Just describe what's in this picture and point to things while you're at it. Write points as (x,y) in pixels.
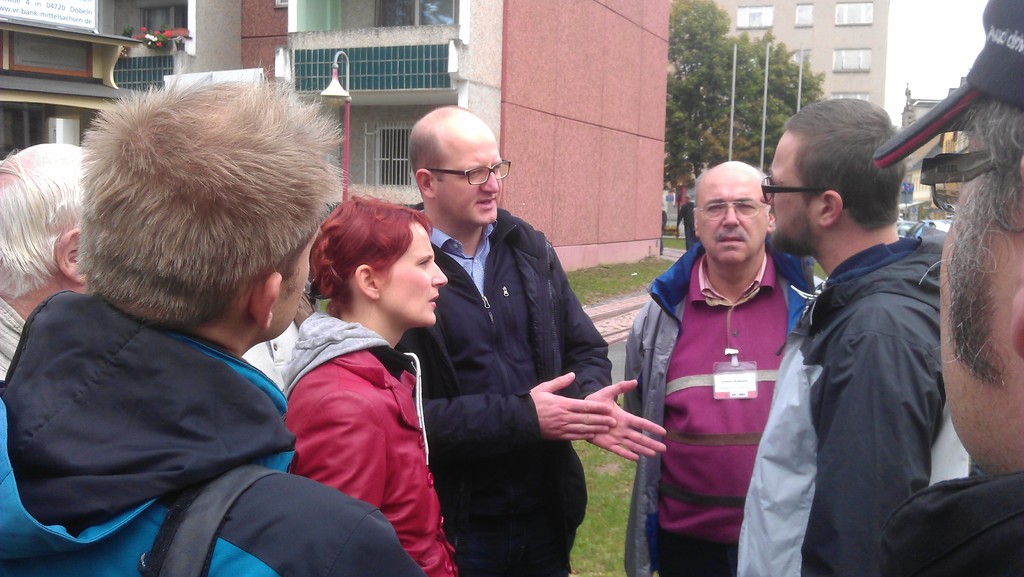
In this image we can see a group of people (670,296) are standing on the ground (590,500), here is the grass (622,479), here is the building (530,88), here is the flower pot (144,39), here is the wall (652,57), here is the tree (729,70), at above here is the sky (899,2).
